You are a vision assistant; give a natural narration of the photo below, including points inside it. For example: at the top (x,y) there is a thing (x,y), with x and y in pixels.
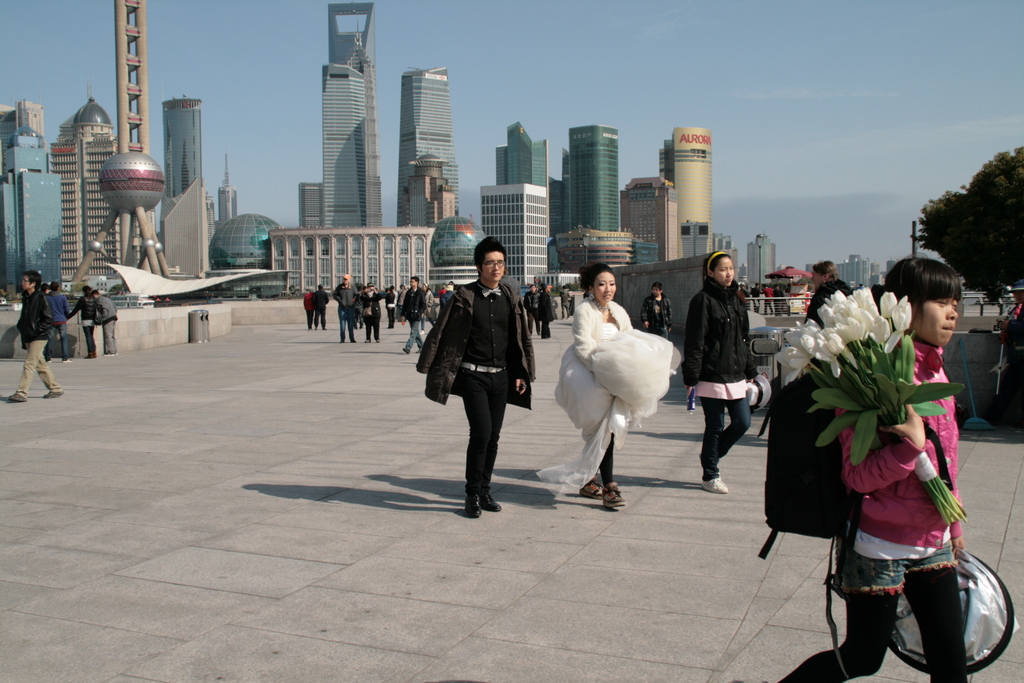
In this image we can see some buildings (126,186), two dustbins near to the wall (212,309), some people (349,313) are standing, one pole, one big tree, some people (607,370) are walking, one building wall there is some text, some people (870,509) are holding some objects (899,622), some objects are on the surface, one person (897,271) wearing backpack (941,453) and holding white flowers bouquet (948,511). At the top (897,221) there is the sky (804,259).
